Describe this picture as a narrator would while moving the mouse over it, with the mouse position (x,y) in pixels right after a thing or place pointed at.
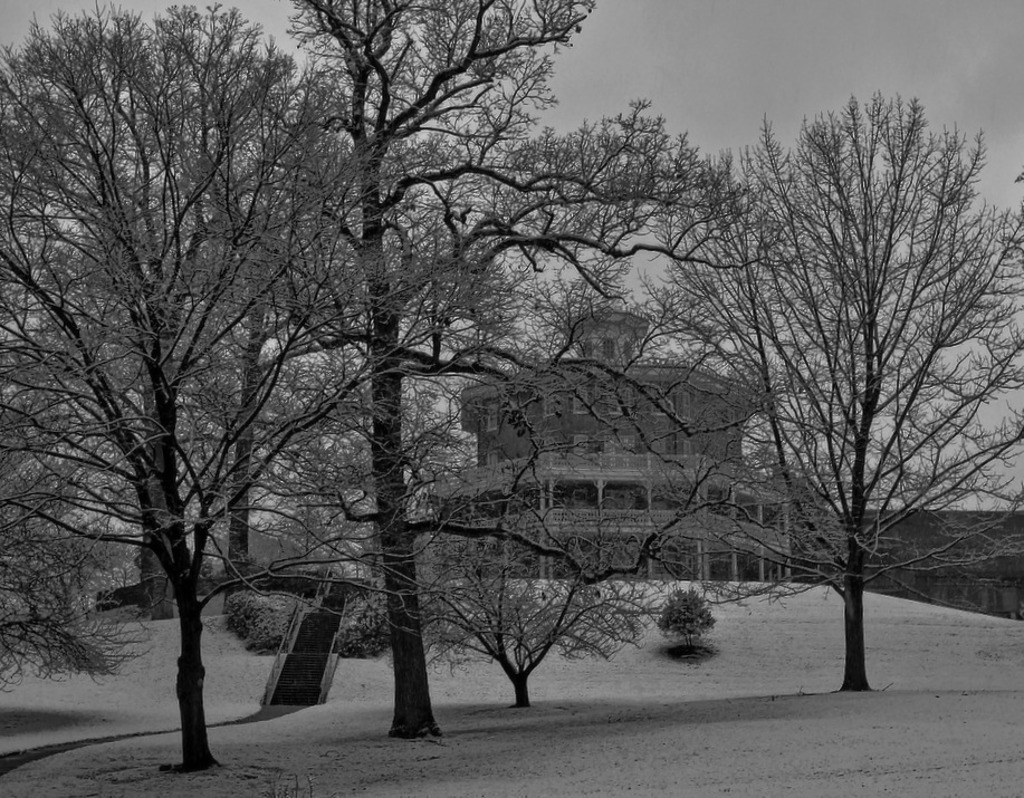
In this picture we can see few trees (329,454) and a building (682,470), and it is a black and white photography.
